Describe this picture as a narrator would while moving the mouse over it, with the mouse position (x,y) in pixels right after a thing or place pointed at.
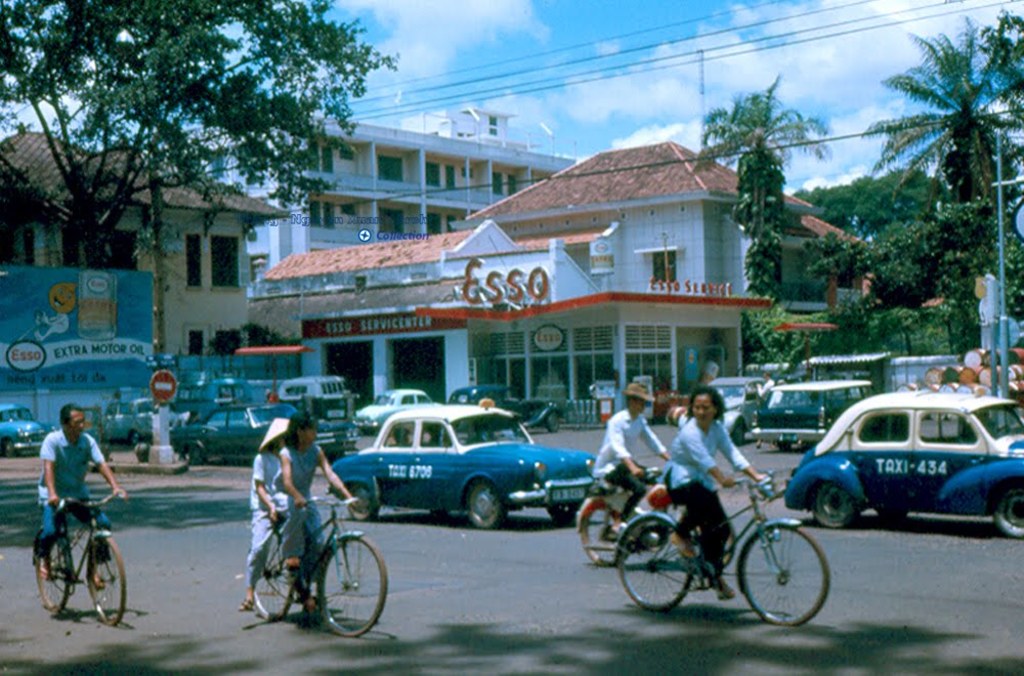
Completely an outdoor picture. We can able to see trees (850,201) and buildings (267,245) with windows (224,262). Number of vehicles (476,450) on road (405,523). These group of people (695,499) are riding bicycles (377,556).
